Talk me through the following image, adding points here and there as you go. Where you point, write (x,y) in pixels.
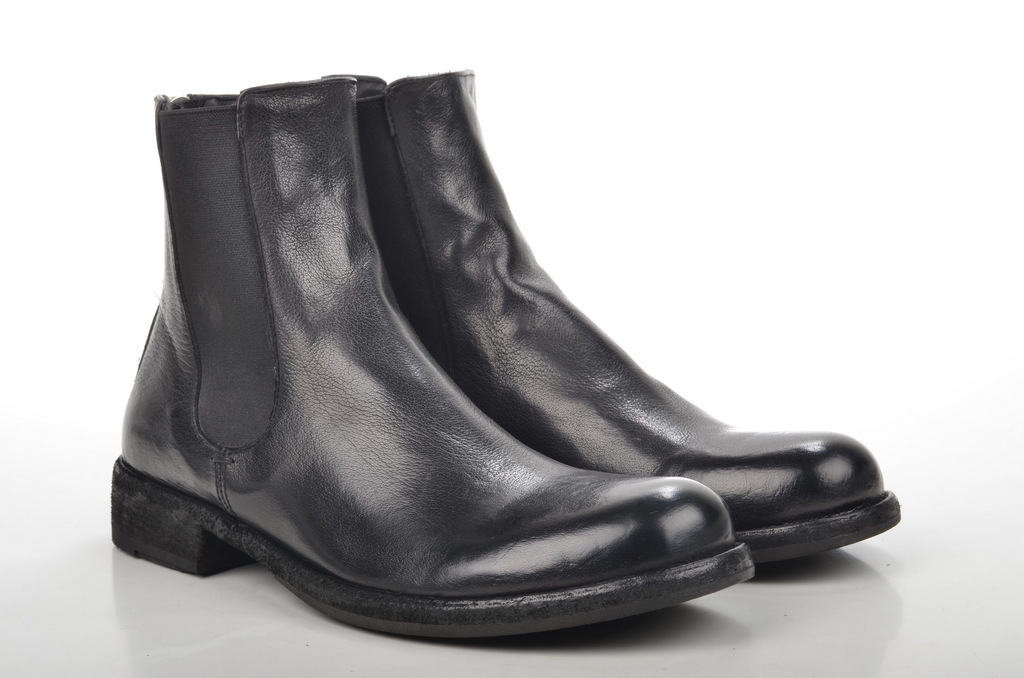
As we can see in the image there are black color shoes (416,376).
